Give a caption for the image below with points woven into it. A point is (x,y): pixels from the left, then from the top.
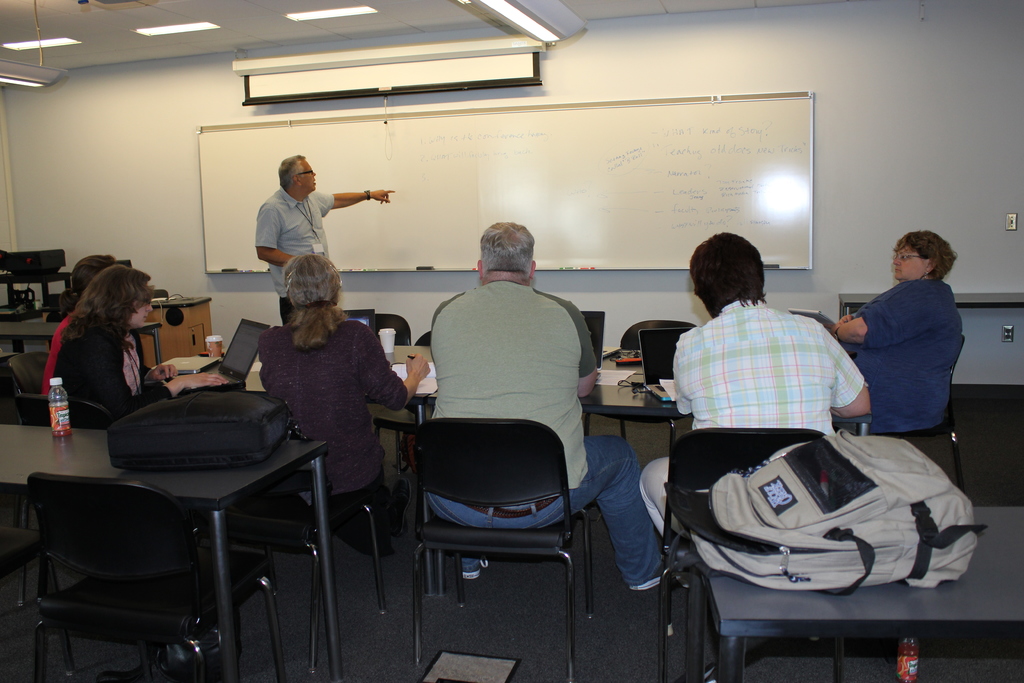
In the given image we can see that, there are seven persons (337,299) in a room (243,308) six are sitting and one is standing. This is a chair (437,482), table (203,481), bag (197,466), water bottle (63,423) and a white board (545,163).
